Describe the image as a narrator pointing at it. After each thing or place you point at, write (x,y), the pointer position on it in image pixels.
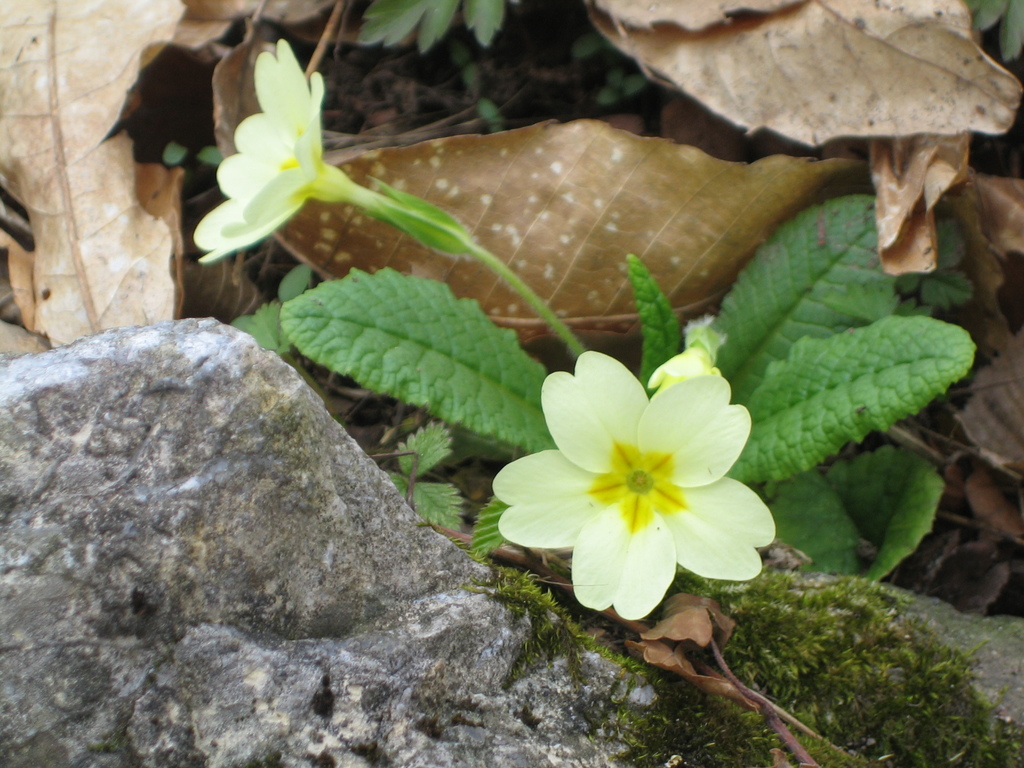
In this image we can see two flowers (625,464) on the stem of a plant (806,382). In the background (696,181), we can see dried leaves (183,252) and stones (264,469).
